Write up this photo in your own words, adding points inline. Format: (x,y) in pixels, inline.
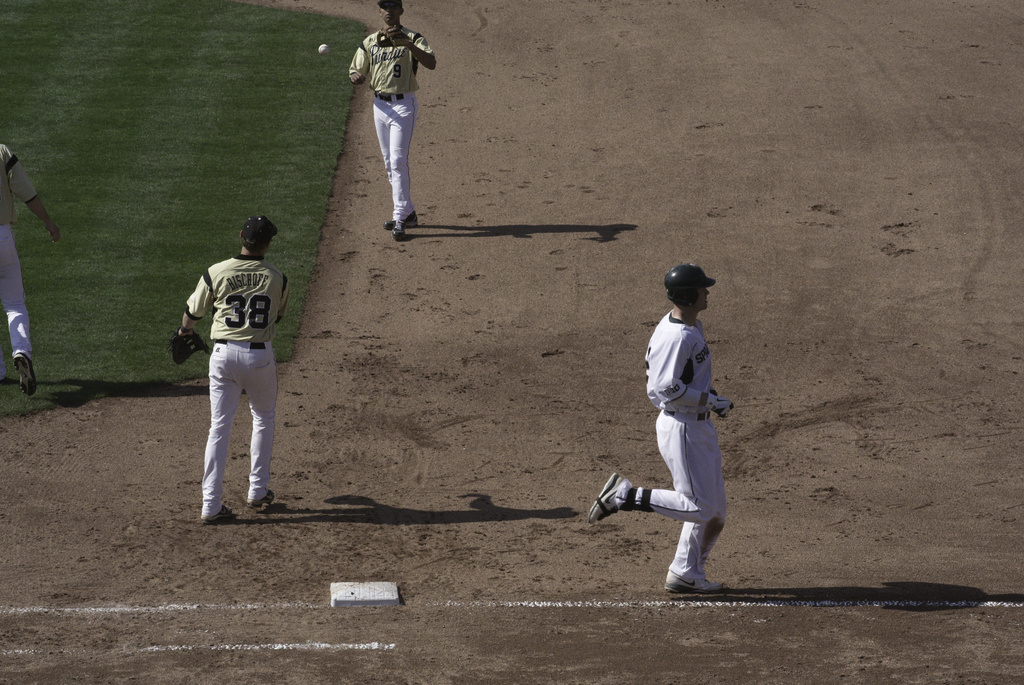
On the right side (685,316) a man (713,517) is running. He wore a white color dress (699,423) and a black color helmet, in the middle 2 persons (218,315) are standing. They wore yellow color t-shirts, it looks like these people (691,457) are playing the baseball.
